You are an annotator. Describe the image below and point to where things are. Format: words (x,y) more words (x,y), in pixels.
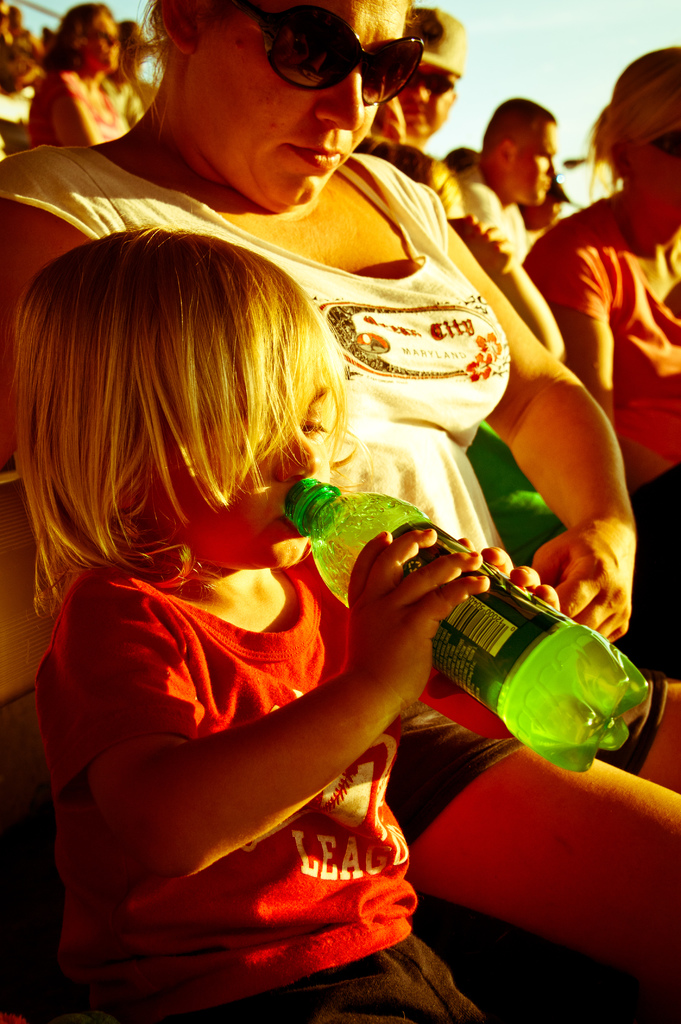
A child (275,809) wearing a red t shirt (319,684) is holding a green bottle (349,560) and drinking. Next to her a lady (369,244) wearing goggles (381,59) is sitting. In the background (519,150) there are many persons (583,228) sitting.
